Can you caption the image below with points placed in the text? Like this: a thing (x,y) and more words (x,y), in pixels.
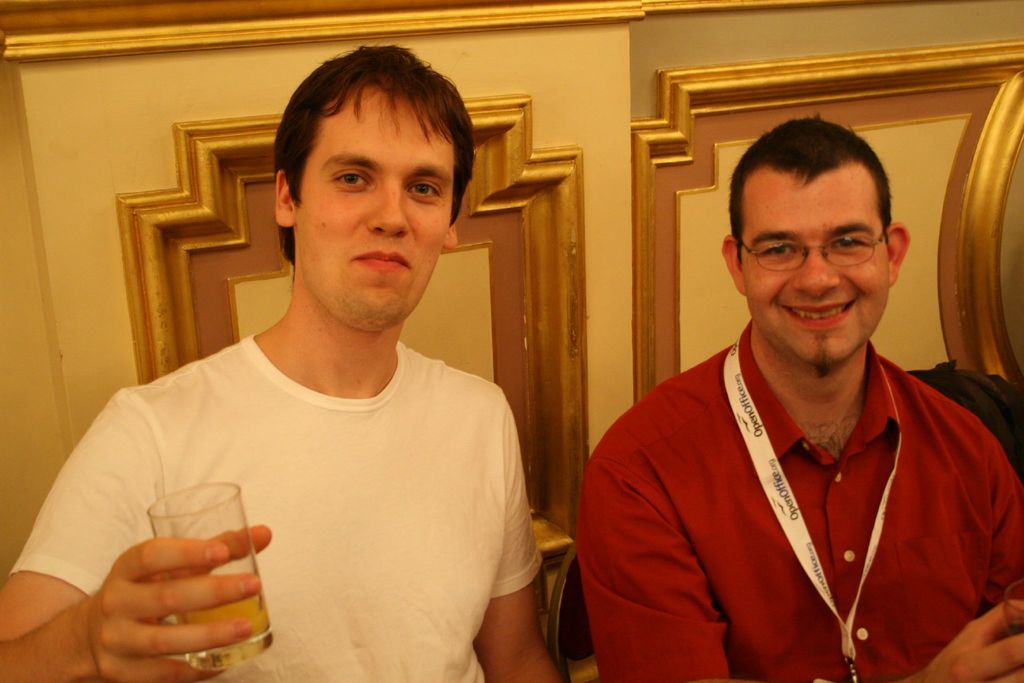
In this image there are two men (753,486). They are smiling. They are holding glasses (254,564) in their hands (205,576). The man (719,571) to the right (774,496) is wearing a tag (838,618) around his neck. There is text (780,495) on the tag (780,495). Behind him there is the wall (918,21).
